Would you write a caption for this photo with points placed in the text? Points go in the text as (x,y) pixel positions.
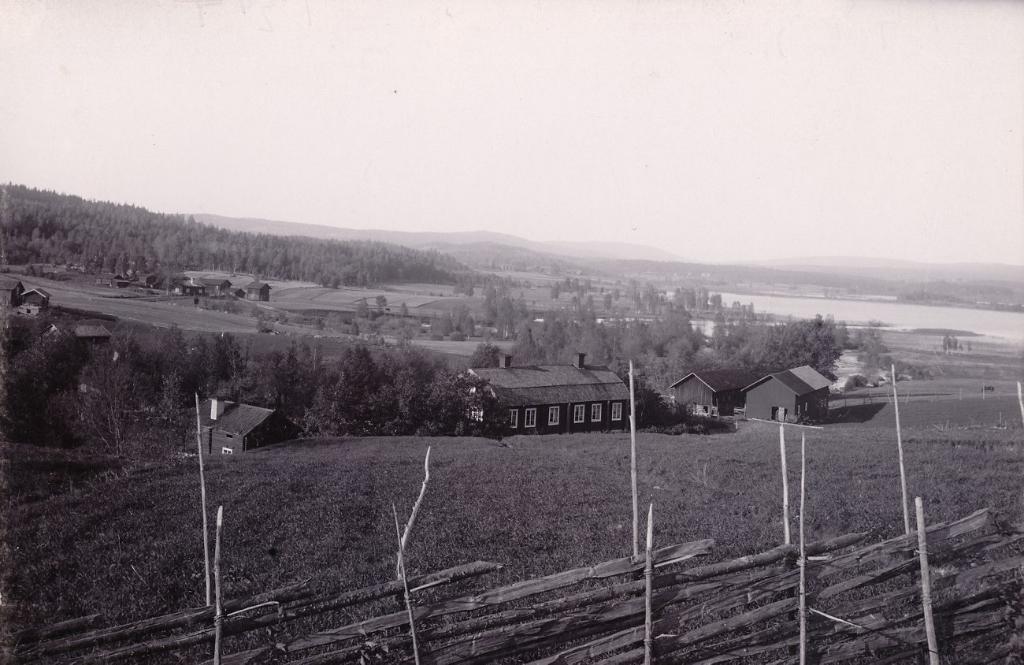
In this image we can see trees (653,330), houses (270,425), hills (795,264) and in the background (658,200) we can see the sky (135,171).
